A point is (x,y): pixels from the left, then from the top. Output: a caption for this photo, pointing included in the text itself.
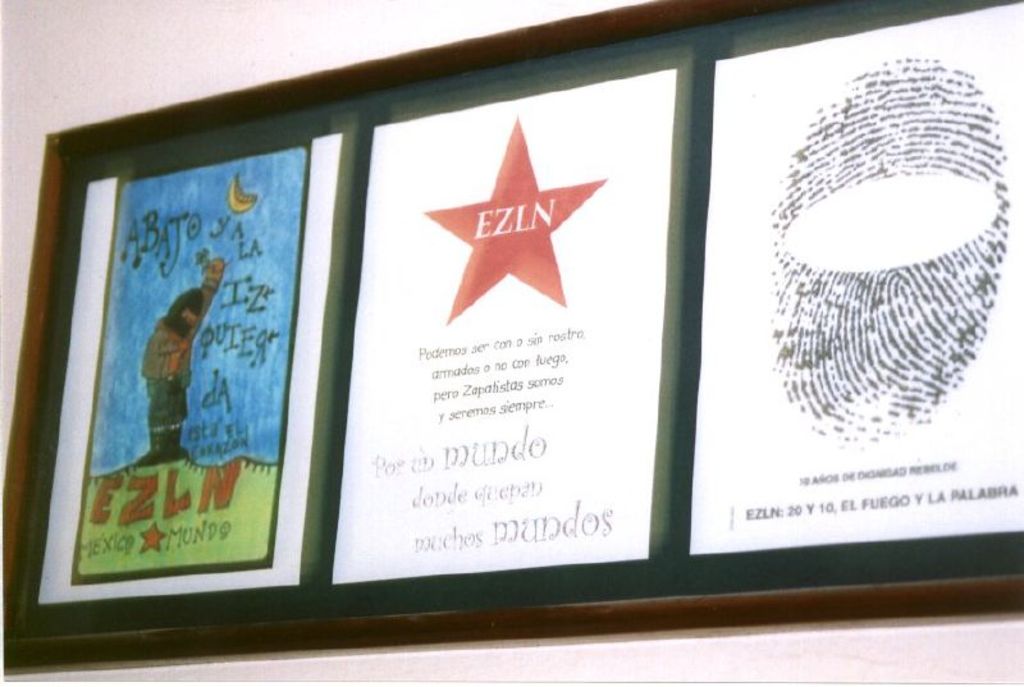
In this picture we can see a board (672,419), there are three papers (947,428) pasted on the board (683,163), we can see some text (459,377) on these papers (397,359), in the background (84,45) there is a wall (197,26).
